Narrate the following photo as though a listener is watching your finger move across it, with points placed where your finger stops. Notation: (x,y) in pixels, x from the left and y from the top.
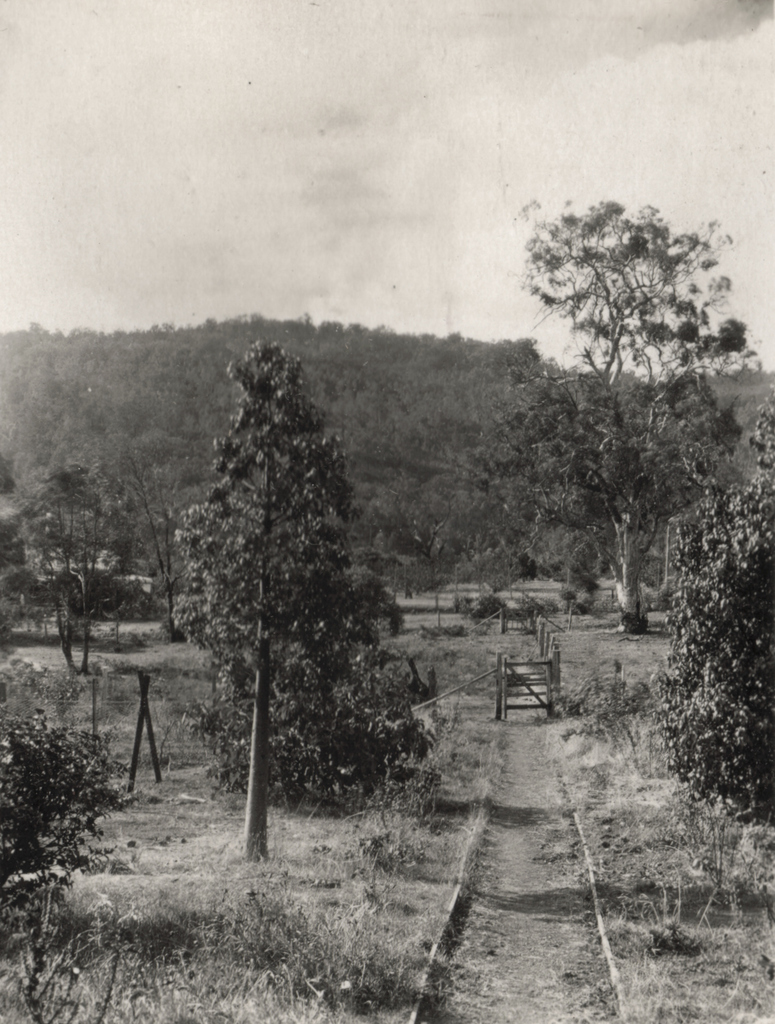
This is the black and white image where we can see the grass (290,967), trees (712,535), wooden gates (516,675), hills (448,439) and the sky (375,176) in the background (471,131).
